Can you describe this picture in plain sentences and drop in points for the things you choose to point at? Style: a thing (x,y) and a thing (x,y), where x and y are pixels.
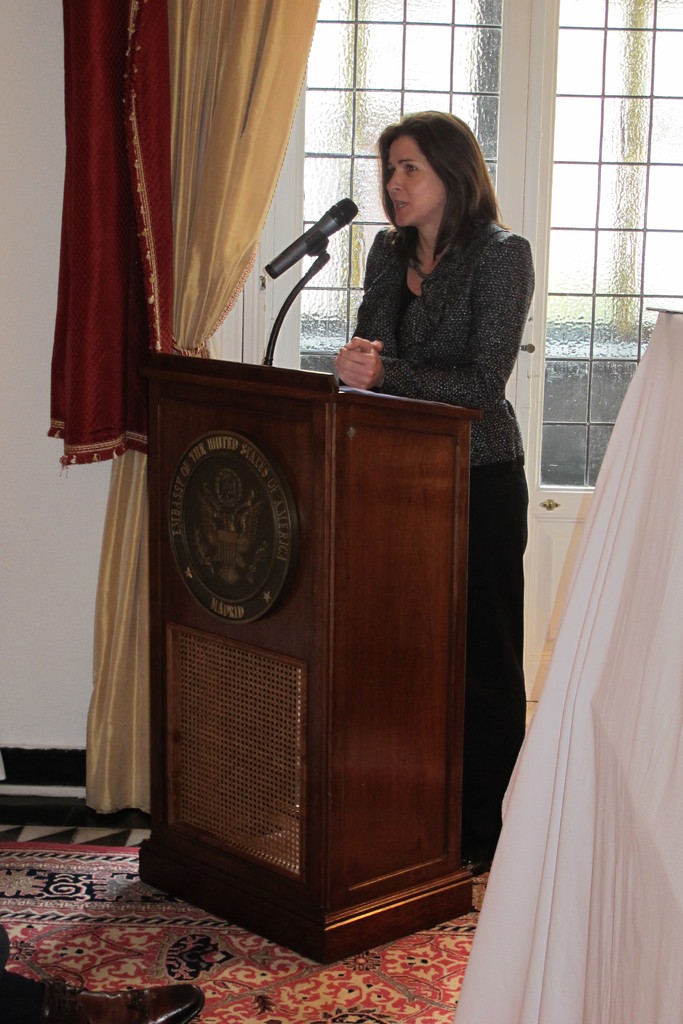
In this image, there is a person (481,279) wearing clothes (481,279) and standing in front of the podium (378,604). There are curtains (127,507) on the left side of the image (124,517). There is a door (547,376) on the right side of the image (546,469). There is a carpet (280,1006) at the bottom of the image (205,1014).
